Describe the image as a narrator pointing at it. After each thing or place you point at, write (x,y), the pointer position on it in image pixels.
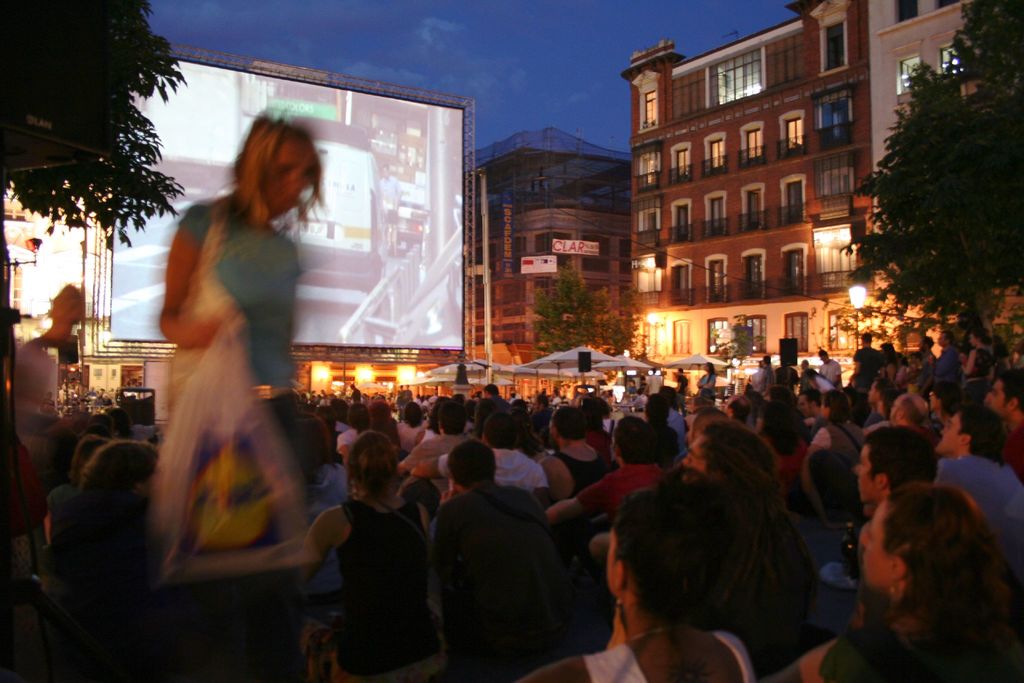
In this image, we can see a crowd (712,577) in front of the screen (379,263). There are buildings (635,240) in the middle of the image (614,228). There is a person (275,335) on the left side of the image (210,264) wearing clothes (273,298) and holding a plastic bag (272,447) with her hand (194,329). There is a tree (1009,103) in the top left (103,192) and in the top right of the image (967,162). There is a sky (544,41) at the top of the image (544,41).
